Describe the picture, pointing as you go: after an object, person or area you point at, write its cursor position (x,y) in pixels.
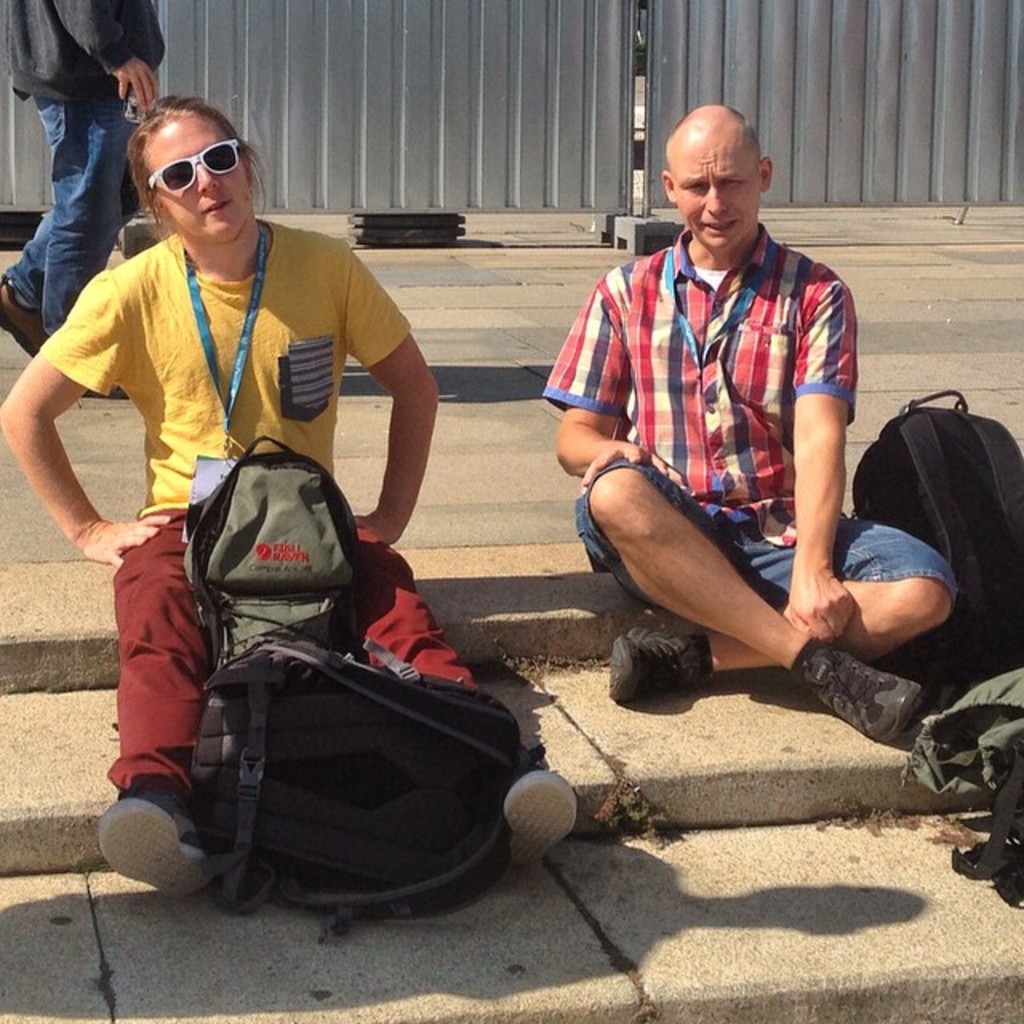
In this picture we can see two persons (300,244) sitting on the floor (498,546). These are the bags (1002,546). She has goggles (207,147). And on the background (133,8) we can see a person (140,59) walking on the road (518,326).
